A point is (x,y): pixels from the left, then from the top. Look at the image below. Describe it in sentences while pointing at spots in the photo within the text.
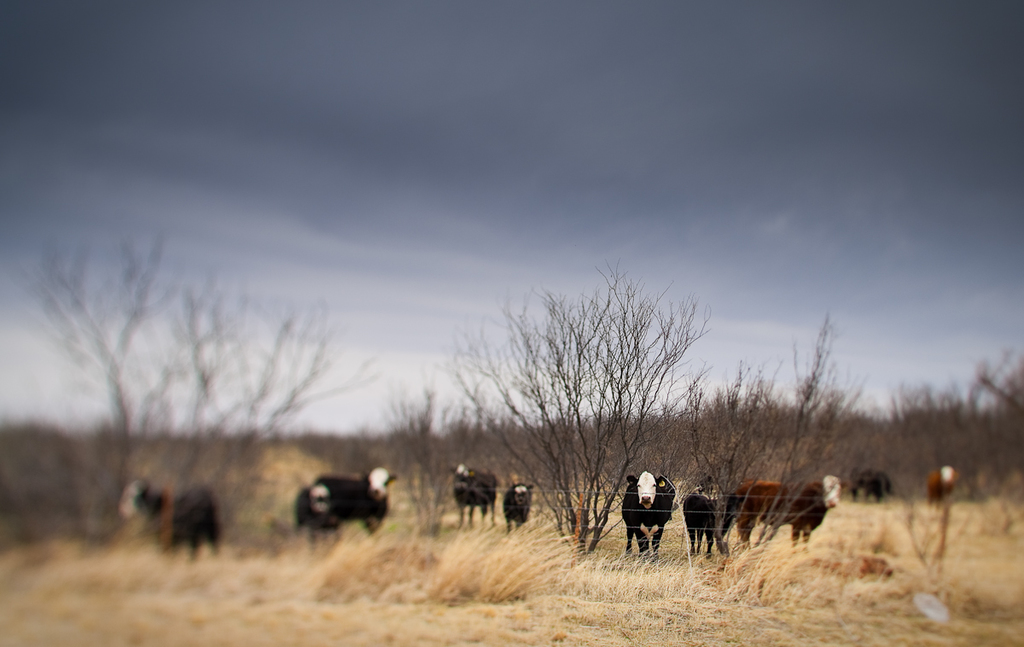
In this image we can see group of animals (729,511) standing on the ground (320,537). In the background (119,480), we can see a group of trees (79,449) and sky (698,233).
